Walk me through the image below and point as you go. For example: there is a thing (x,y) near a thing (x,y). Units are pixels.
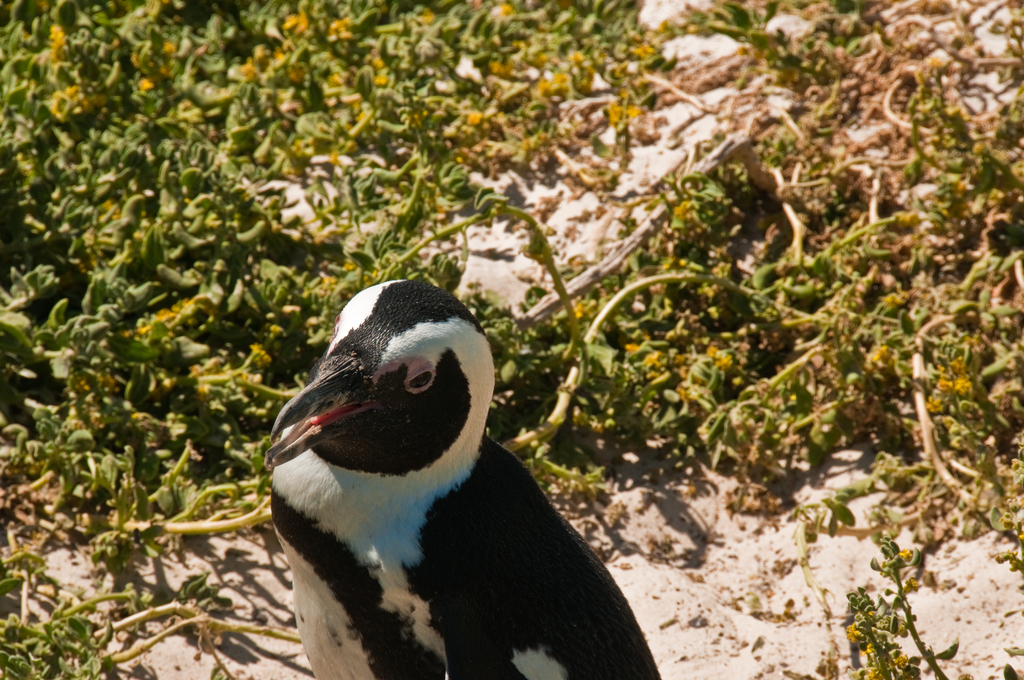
In this image I see a penguin (421,425) over here and I see the plants (327,333) in the background (380,203).
